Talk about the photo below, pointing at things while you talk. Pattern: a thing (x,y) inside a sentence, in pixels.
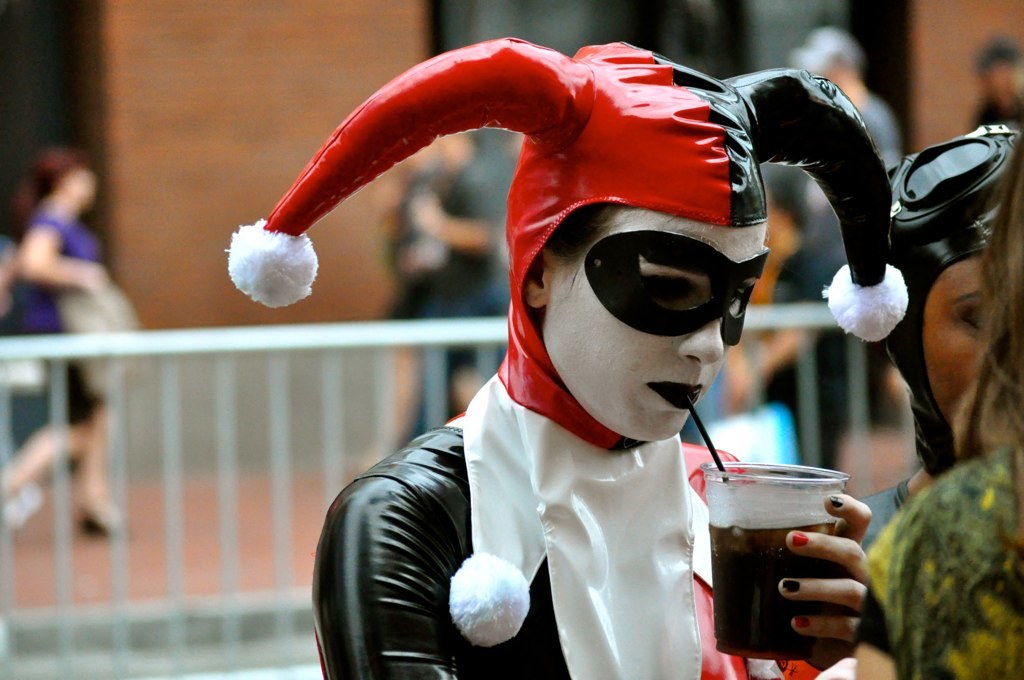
This image is taken outdoors. In the background (447,166) there is a wall (942,106) and a few people (44,239) are walking on the sidewalk (149,483). In the middle of the image (482,338) there is a railing (224,384). A woman (643,373) is standing and she is holding a glass (756,565) with juice (781,546) and straw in it and she is drinking. She was dressed differently. On the right side of the image (948,423) there are two women (997,447).
